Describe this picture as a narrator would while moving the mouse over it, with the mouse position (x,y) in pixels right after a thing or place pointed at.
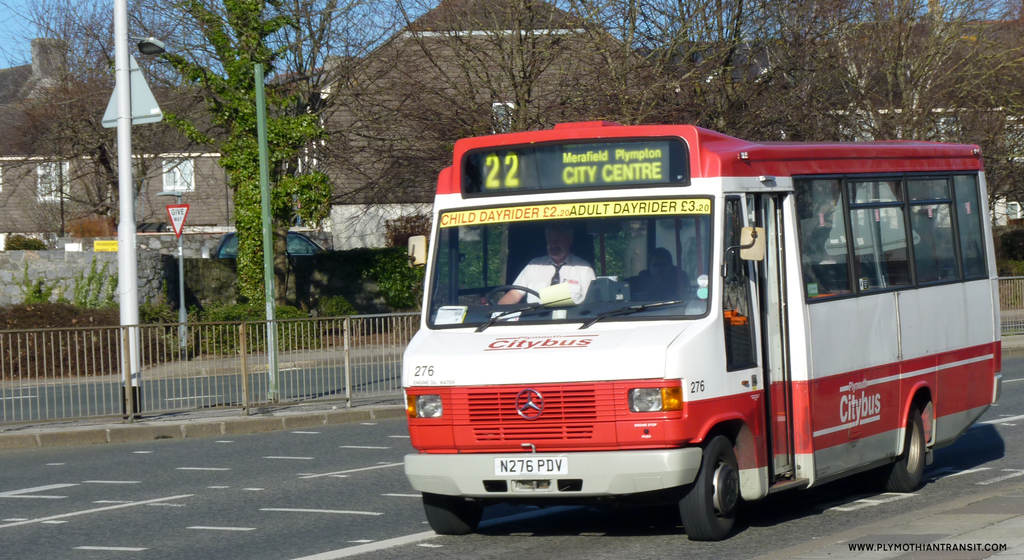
At the bottom of the image (462,399), on the road (333,448) there is a bus (949,299). Inside the bus (949,299) there are few people (572,272) sitting. And there are names (579,336) on the bus (464,361). Beside the road (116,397) there is railing (246,336). And also there are poles (127,47) with sign boards (98,246) and street lights (153,50). In the background (260,290) there are trees (284,280) and also there are buildings (562,55).
